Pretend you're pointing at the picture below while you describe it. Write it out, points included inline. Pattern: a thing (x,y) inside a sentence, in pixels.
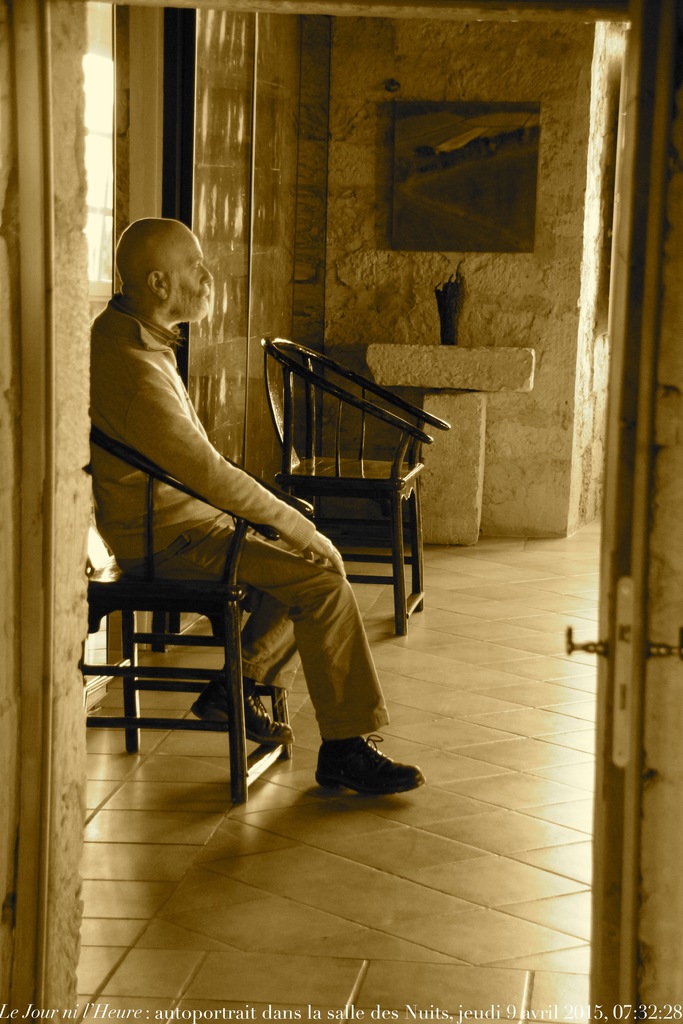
In this image I can see a man (221,495) sitting on the chair (177,671), beside the man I can see another chair (415,475) and I can see the wall (593,121) visible on the middle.
